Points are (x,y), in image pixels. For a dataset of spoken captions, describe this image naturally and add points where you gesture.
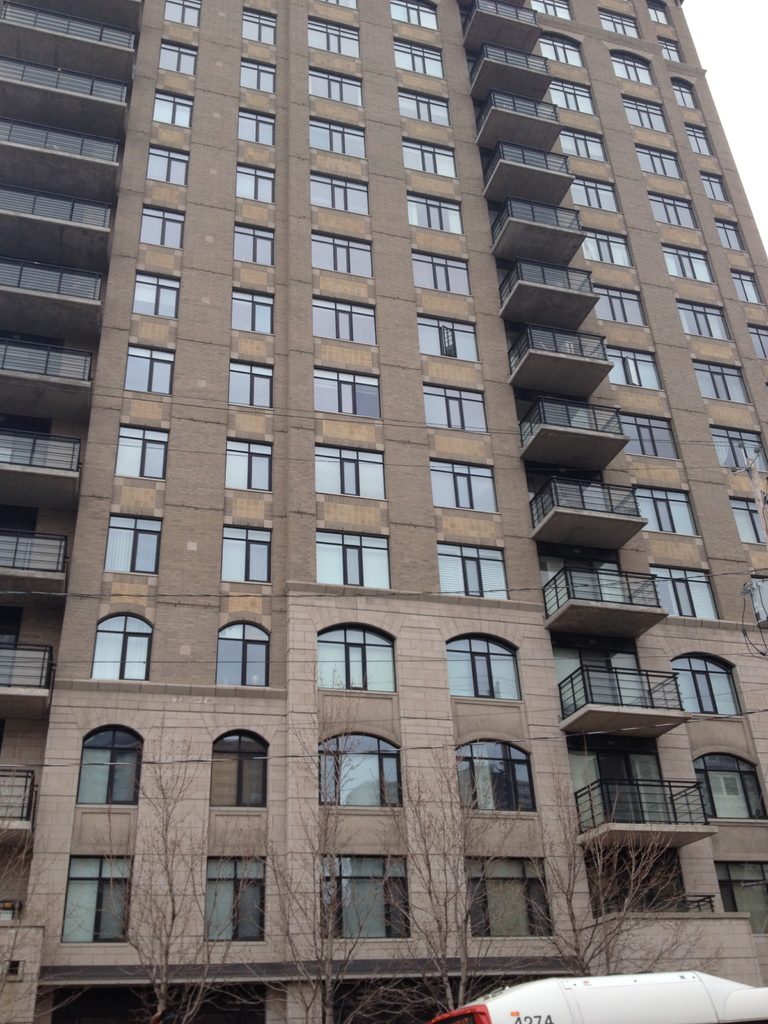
In this image we can see a building (328,351), there are some trees (192,931), windows (218,928), grille (62,209) and a vehicle (673,976).
